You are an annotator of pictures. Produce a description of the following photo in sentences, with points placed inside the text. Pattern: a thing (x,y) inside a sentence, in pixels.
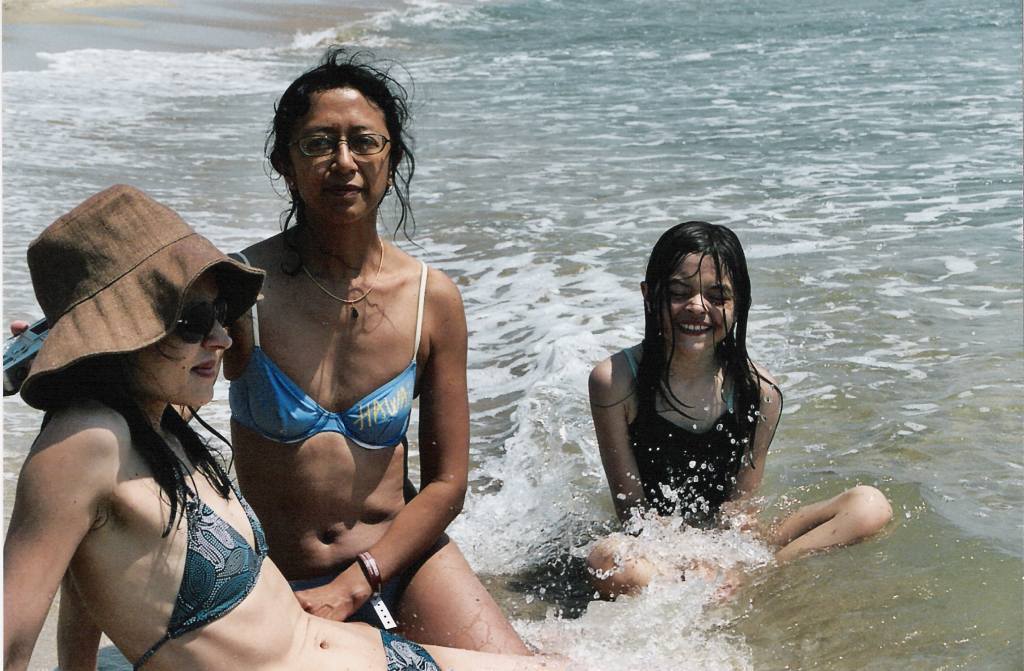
In this picture, we can see a few people (276,478) sitting on the ground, and we can see water (721,206).
